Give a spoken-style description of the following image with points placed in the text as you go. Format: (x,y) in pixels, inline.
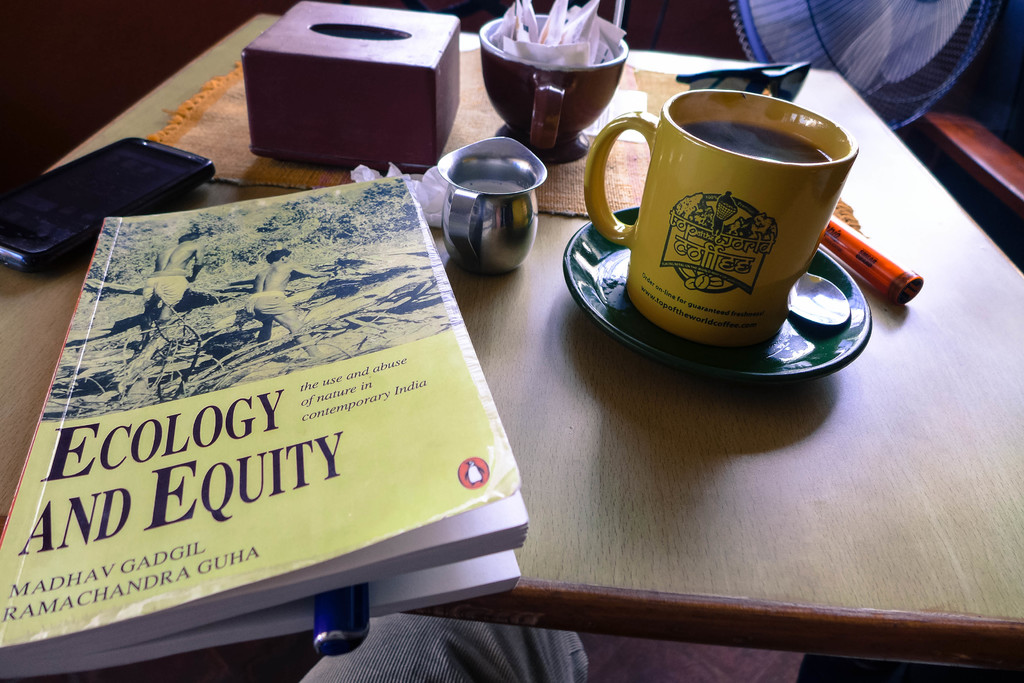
This image consists of a table (531,429) and on the table (605,444) there is a phone (113,181) on the left side (161,164) and book (168,512) in the middle (415,321) book (293,618) also has a pen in it and cup (665,263) and saucer (613,262) and spoon (798,299) on the right side (823,292) and there is a jar (506,223) in the middle (503,269) and a cup (565,77) which consists of a salt (585,42) and sugar (585,61). There is also a tissue box (409,82).
